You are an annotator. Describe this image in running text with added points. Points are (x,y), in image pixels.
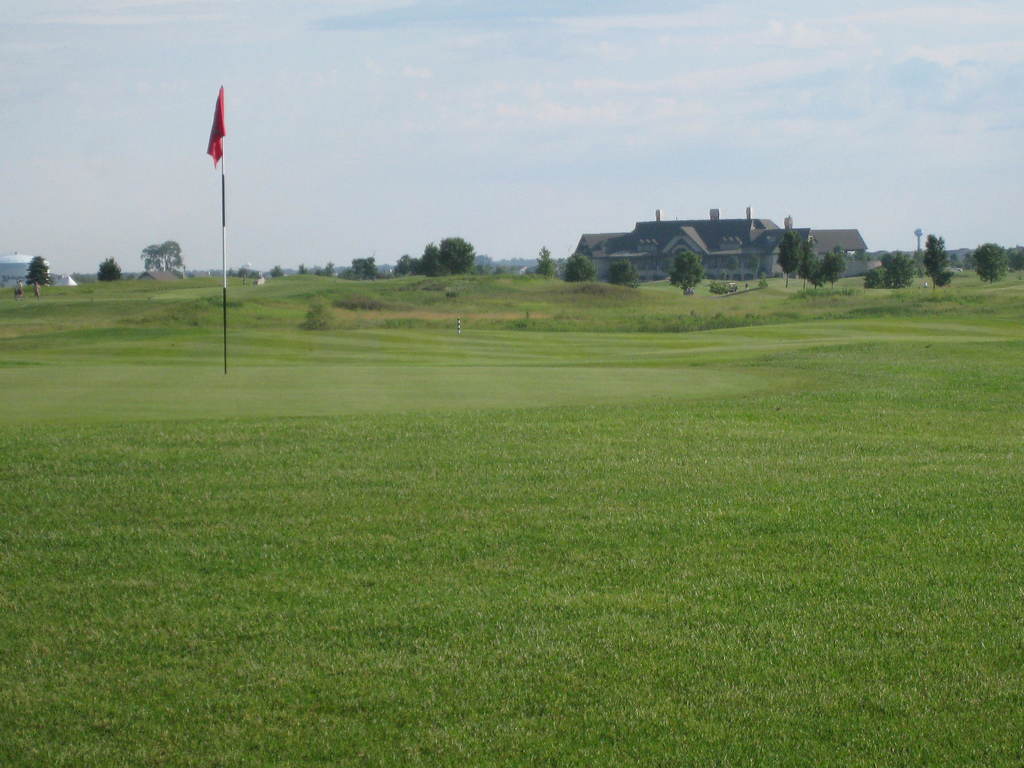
In this picture we can see the grass (323,281), pole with a flag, trees (364,269), building (608,247) and some objects (22,264) and in the background (609,94) we can see the sky (609,94) with clouds (675,43).
